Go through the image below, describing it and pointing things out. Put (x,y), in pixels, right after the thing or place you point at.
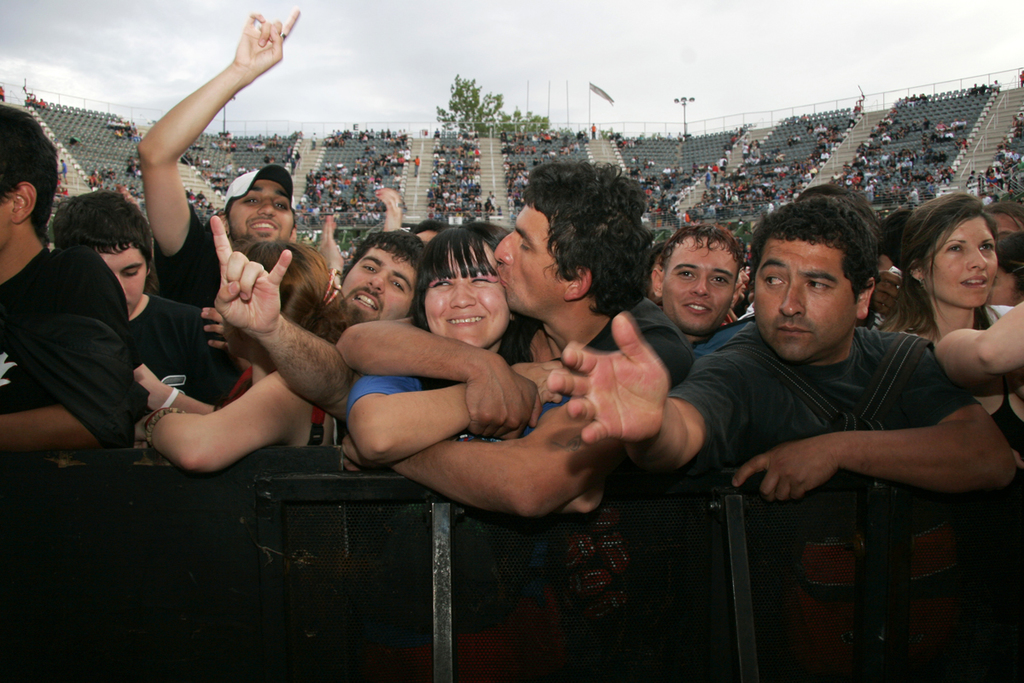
There are groups of people (513,339) standing. This looks like a barricade (418,557). In the background (840,136), I can see groups of people (827,136) sitting on the chairs (640,144). This is a tree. I can see a flag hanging to a pole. I think this is a flood light (683,119). Here is the sky (522,53).
